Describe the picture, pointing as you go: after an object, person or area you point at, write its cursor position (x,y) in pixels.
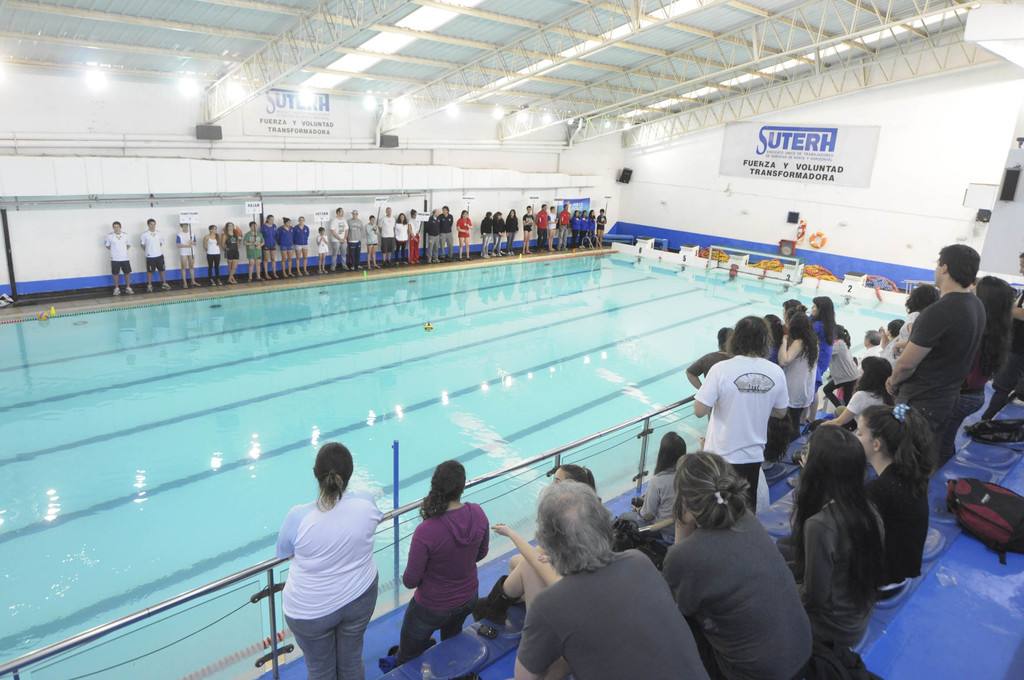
In this image I can see number of persons (756,616) are standing on the blue colored surface (788,451) and I can see few of them are sitting. I can see the water (357,391) in the pool (318,424), few persons (237,258) standing, the white colored walls (610,189), two boards (841,171), the ceiling (352,43) and few lights (90,71).
